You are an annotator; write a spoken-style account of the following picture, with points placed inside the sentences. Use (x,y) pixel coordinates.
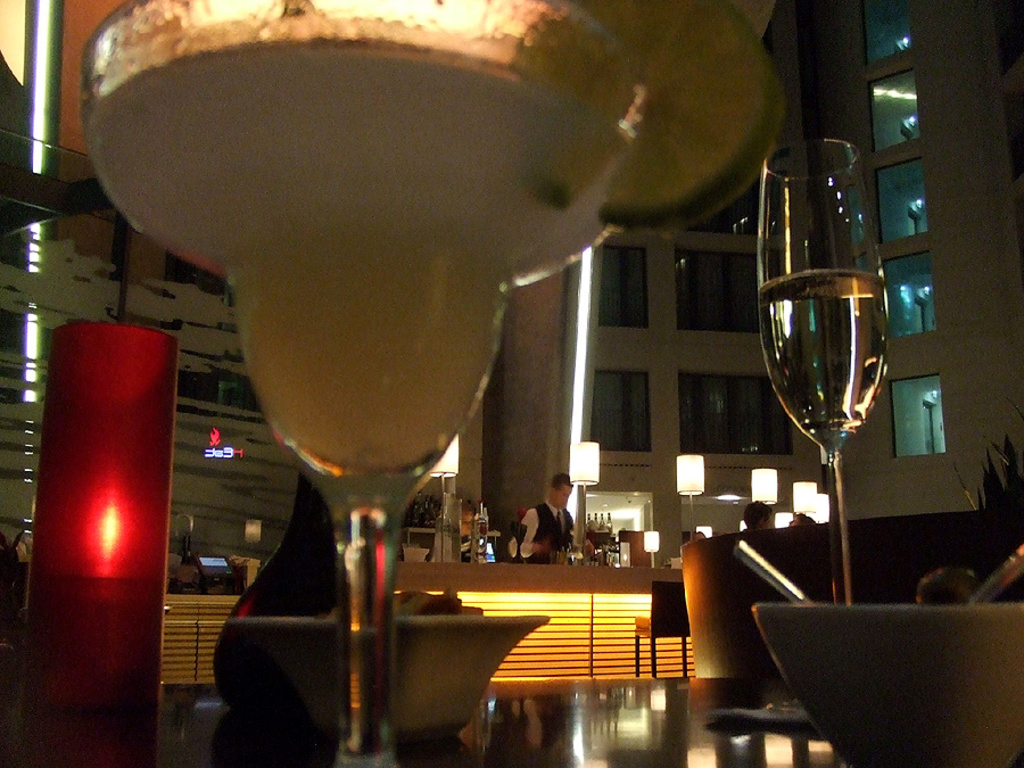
In the center of the image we can see one table (742,686). On the table (503,726), we can see glasses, bowls (443,712) and a few other objects (327,515). In the background (687,499) there is a building (669,503), glass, lights (700,489), bottles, one chair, few people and a few other objects (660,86).
